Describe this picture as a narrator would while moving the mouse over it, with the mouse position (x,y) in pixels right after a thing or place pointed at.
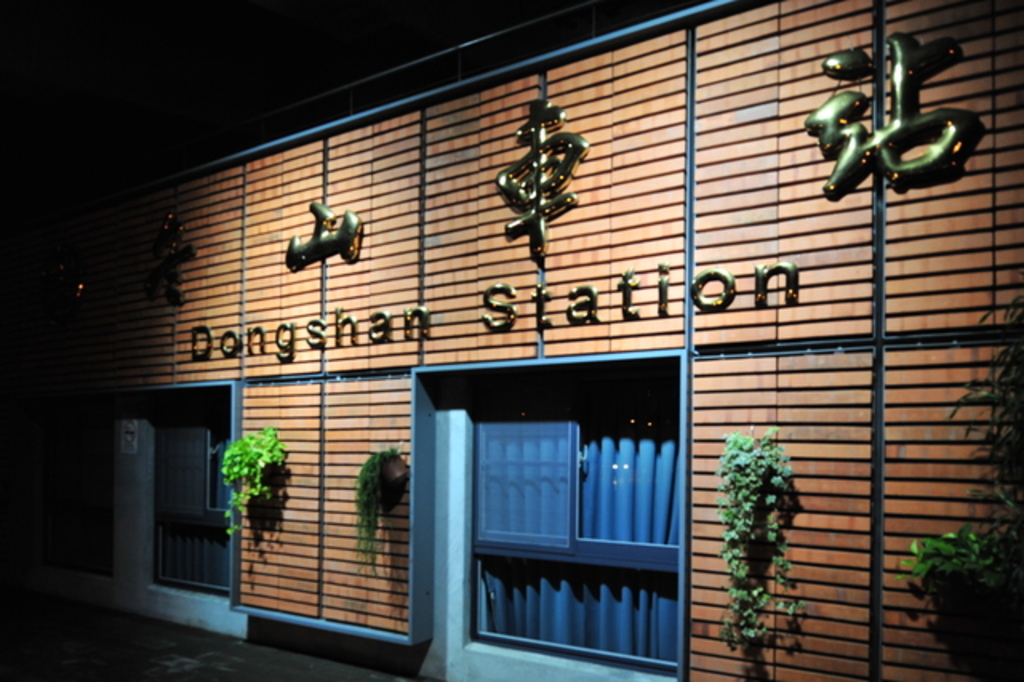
In the image we can see a wall (129,483), on the wall (777,671) there are some plants (270,436).
